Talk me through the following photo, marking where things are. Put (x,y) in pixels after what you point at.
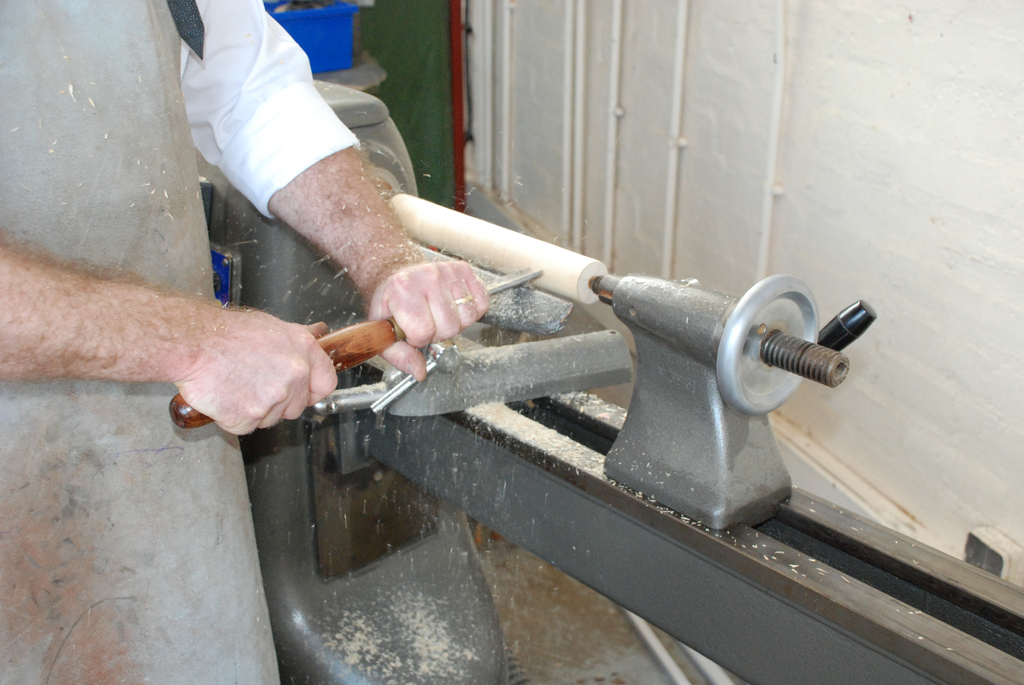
In this image we can see a person (219,323) holding an object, there is a mechanical instrument (537,483), also we can see the wall (827,216).
